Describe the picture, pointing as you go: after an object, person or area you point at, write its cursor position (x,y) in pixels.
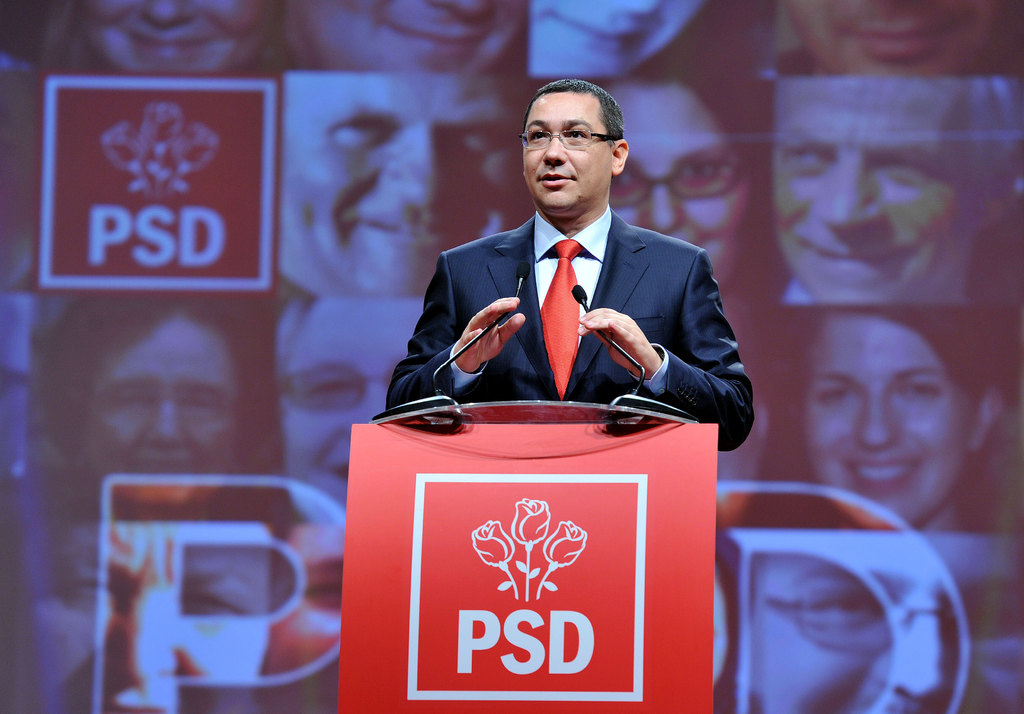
In the picture we can see a man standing near the desk (708,534) and talking into the microphones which are attached to the desk (687,699) and he is in a blazer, tie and shirt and behind him we can see the banner (164,116) with human face images (28,356) on it.
